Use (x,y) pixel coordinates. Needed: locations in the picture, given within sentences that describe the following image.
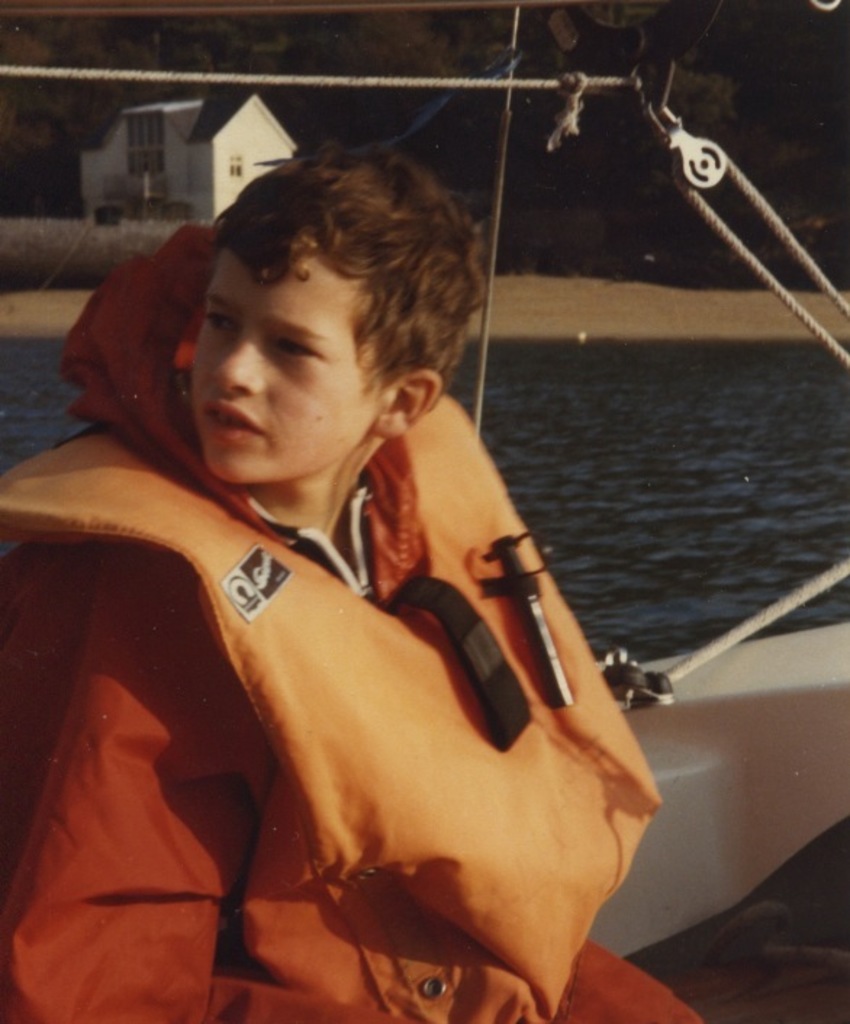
In this image I can see a boy (335,350) in the front (277,430) and I can see he is wearing an orange colour life jacket (151,512). I can also see few ropes (759,268) in the front (705,646) and in the background (657,476) I can see water (660,416), number of trees (543,53) and a white colour building (168,129).
